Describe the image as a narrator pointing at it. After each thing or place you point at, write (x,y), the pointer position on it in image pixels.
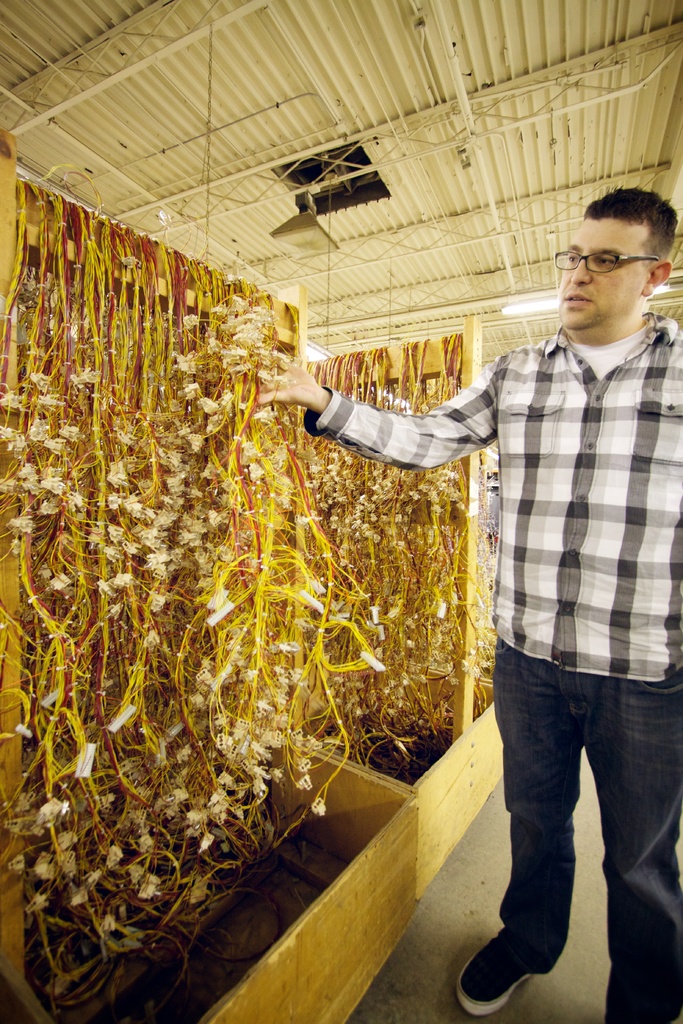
In this picture we can see a man (569,494) wore spectacles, standing on the ground (471,907) and in front of him we can see wooden boxes (372,855), some objects (219,570) and in the background (226,239) we can see the lights (554,305), rods (350,176), roof (408,176).
